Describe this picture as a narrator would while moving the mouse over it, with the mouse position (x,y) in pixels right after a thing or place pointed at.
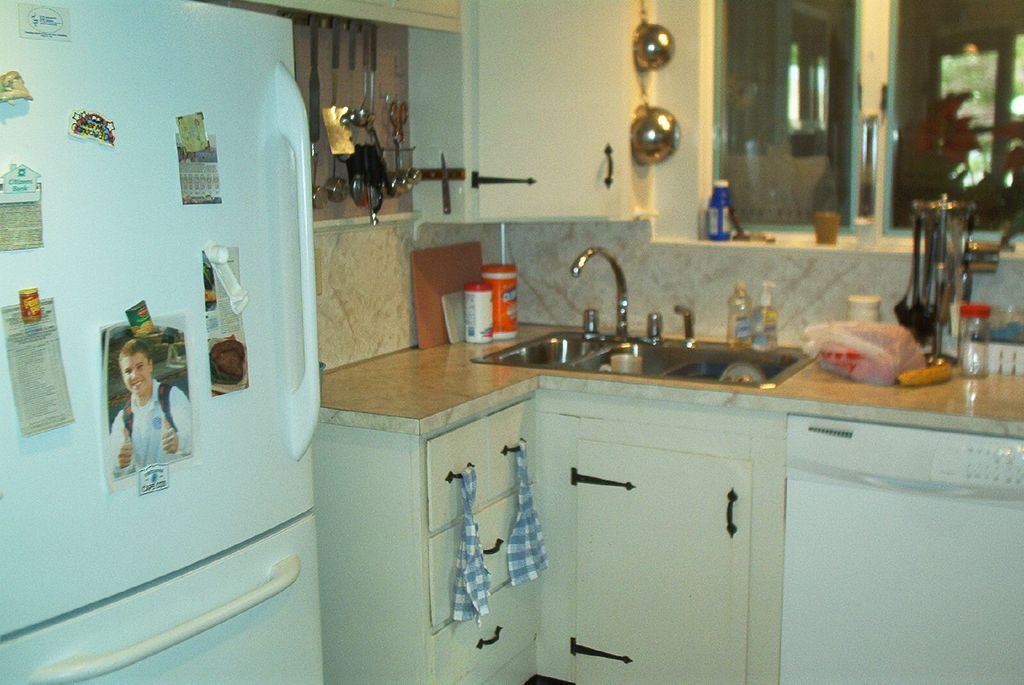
It looks like a kitchen room (480,302) on the left side (305,402), it's a refrigerator (242,486) in white color, in the middle (594,326) there is a tap (594,315), sink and utensils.
